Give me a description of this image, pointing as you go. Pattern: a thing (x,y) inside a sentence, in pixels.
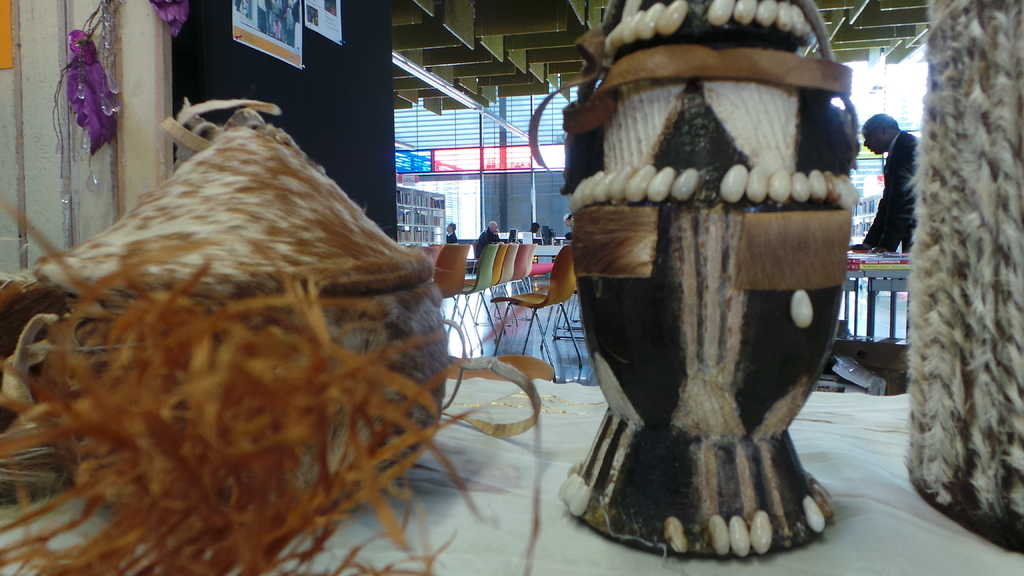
In the foreground (658,179) I can see handicrafts (788,230) on the table (507,479). In the background (562,268) I can see chairs (530,260), tables (555,252), people (571,229) and buildings (461,210). This image is taken in a library (877,201).
